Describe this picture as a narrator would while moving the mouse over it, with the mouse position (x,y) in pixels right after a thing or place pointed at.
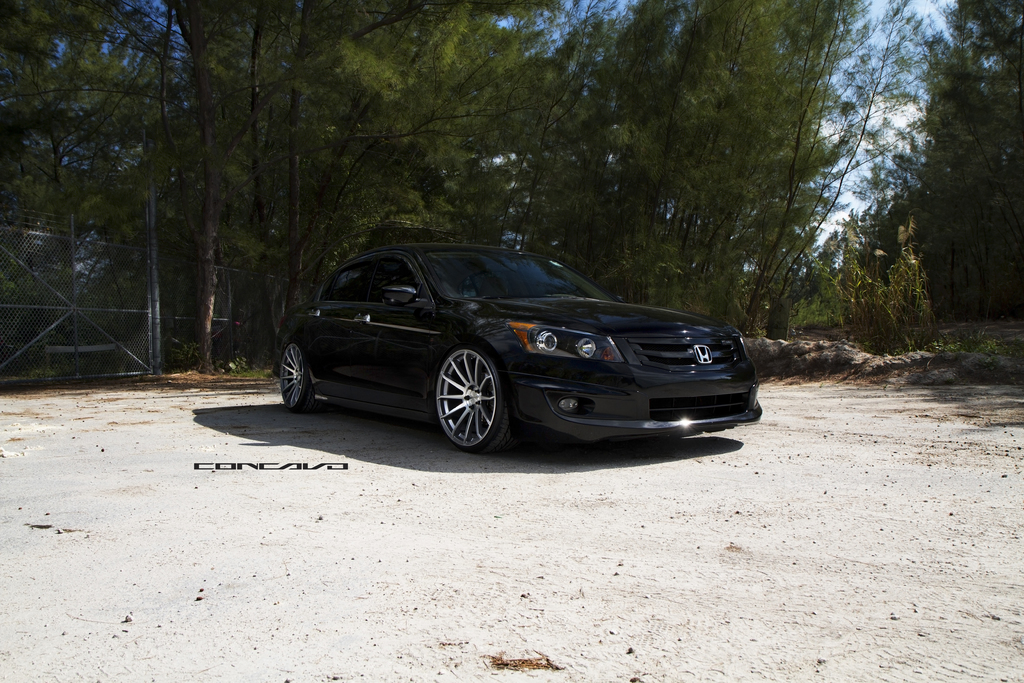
Here we can see a black color car (460,351) on the ground (1013,331). In the background (724,192) we can see fence (75,302), poles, trees (637,137) and clouds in the sky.
